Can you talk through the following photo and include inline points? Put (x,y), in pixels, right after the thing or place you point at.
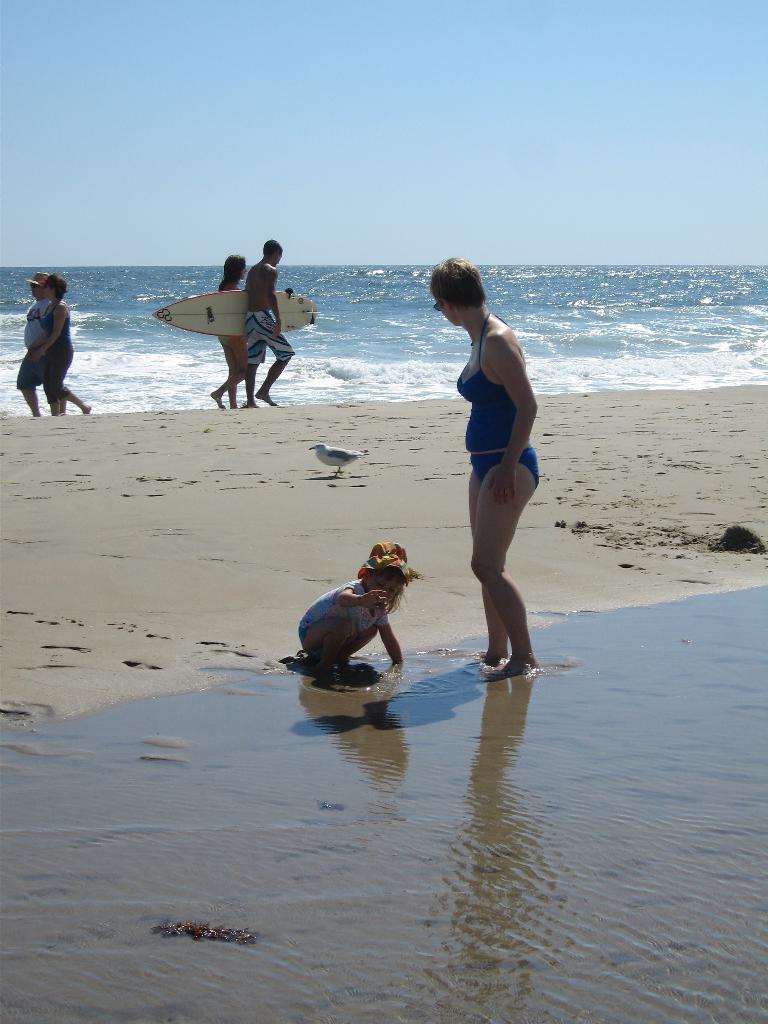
In this image we can see a woman (481,572) standing on the sand (458,545). We can see a child (321,662) playing with sand (405,607) in water (412,685). This person (256,305) is holding a surfboard (222,302) in his hands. In the background (390,317) we can see water (390,345) and sky (325,174).
